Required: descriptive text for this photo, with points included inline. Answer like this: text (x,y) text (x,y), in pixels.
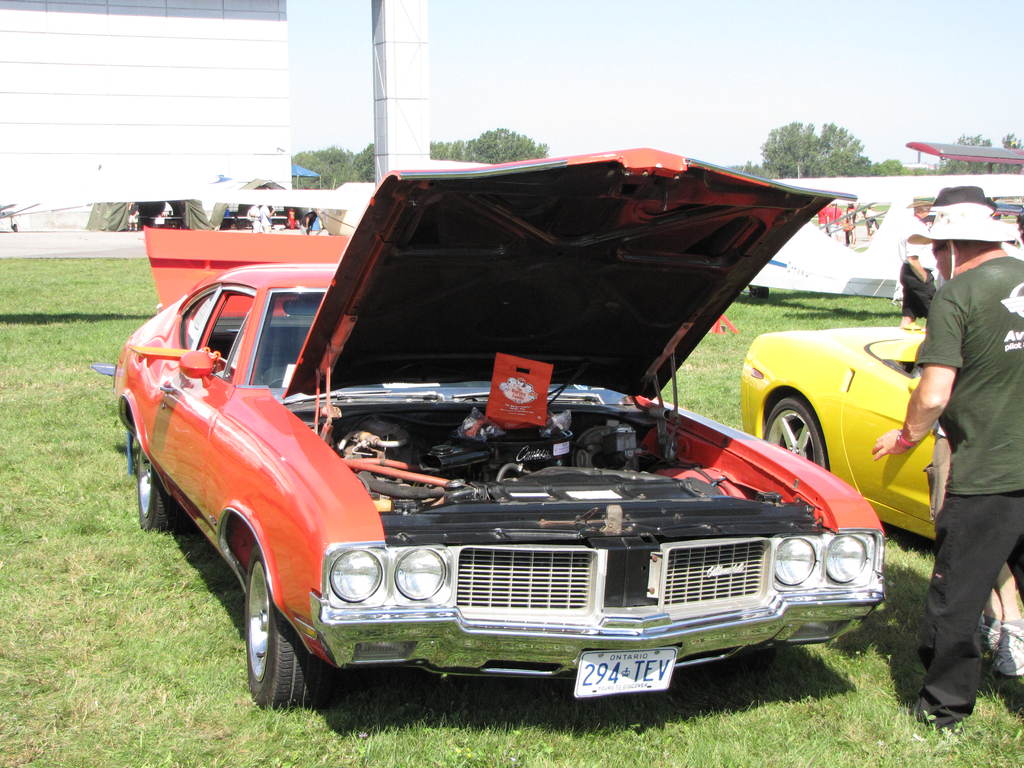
This image consists of a car (285,469) in red color. At the bottom (264,737), there is green grass (476,722). To the right (934,444), there are two men (958,591) standing. Beside him, there is a car (860,393) in yellow color. In the background (224,105), there is a building (274,160) along with a pillar (391,94). To the right (826,138), there are trees (838,174) in the background (986,168).
